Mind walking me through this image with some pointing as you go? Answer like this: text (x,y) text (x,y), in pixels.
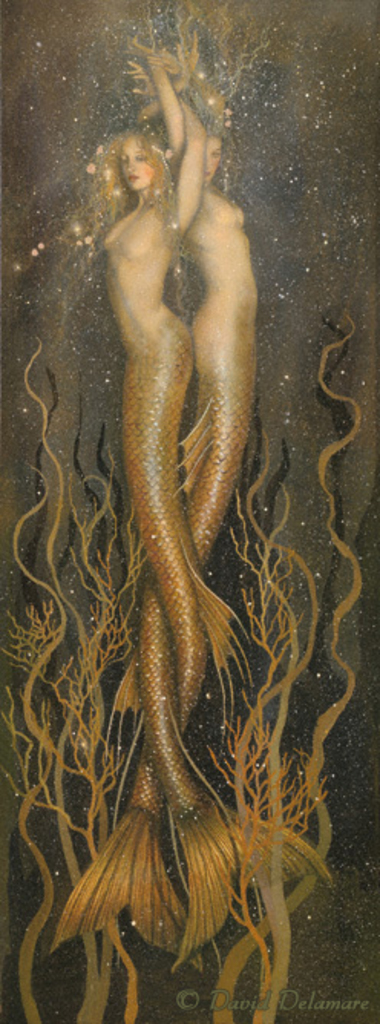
This is a picture of a painting (109,434), where there are two mermaids (197,472), sea plants (107,663), and there is a watermark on the image.
